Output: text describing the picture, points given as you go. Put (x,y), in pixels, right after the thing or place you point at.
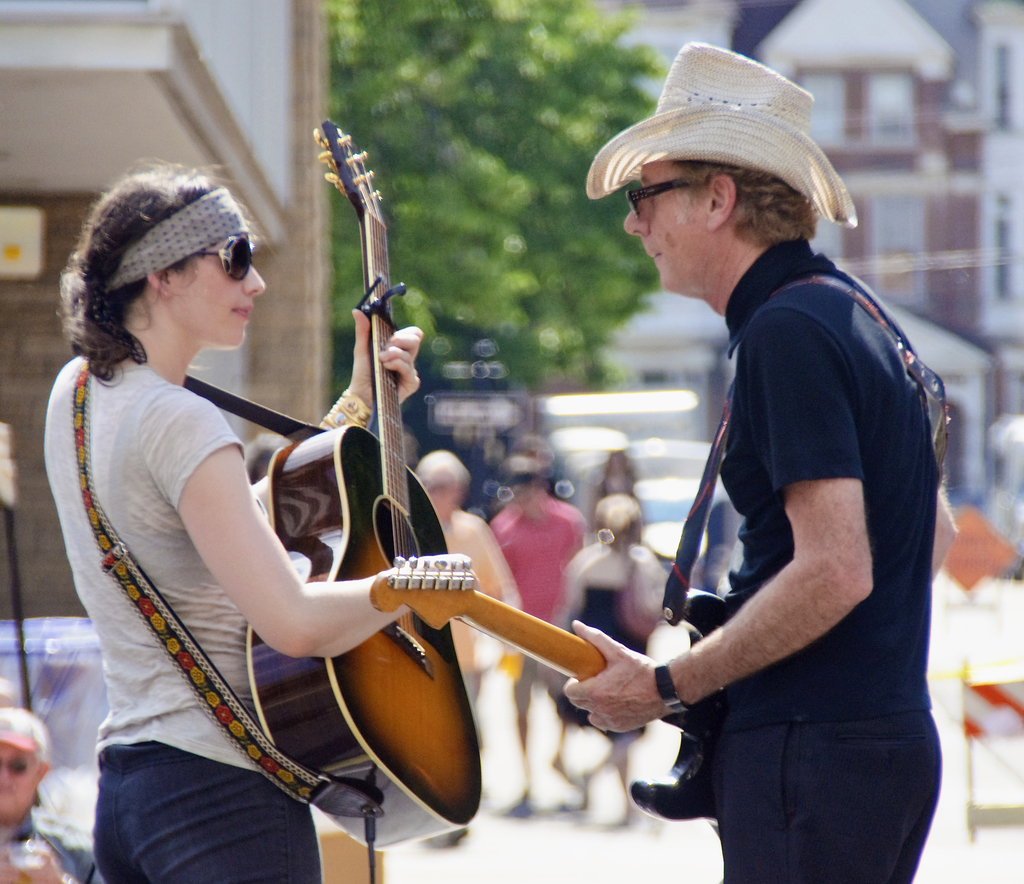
There is men (792,529) and women (182,566) holding guitars (388,668) and standing. At background (494,519) I can see few people (604,541) standing. There is a tree (534,172) and Buildings (926,130).
